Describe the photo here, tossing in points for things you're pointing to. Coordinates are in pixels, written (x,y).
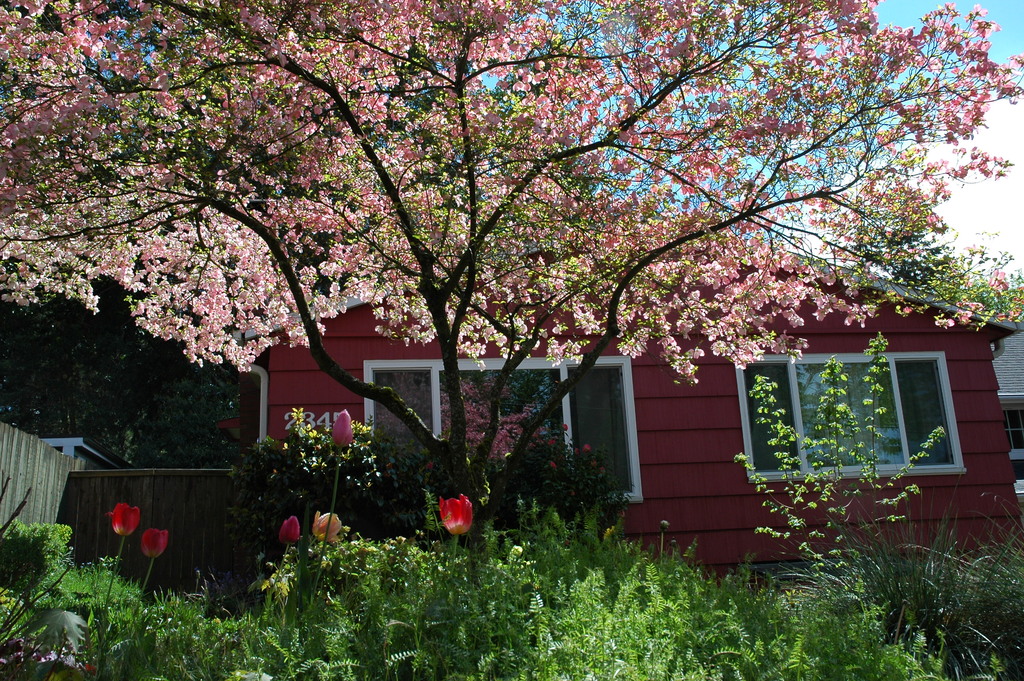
In this image there is a house (696,423), there is 2345 number (316,420) on the house (314,423), there is a tree (509,161), there is sky (906,17), there are plants (599,620), there are flowers (282,538).
